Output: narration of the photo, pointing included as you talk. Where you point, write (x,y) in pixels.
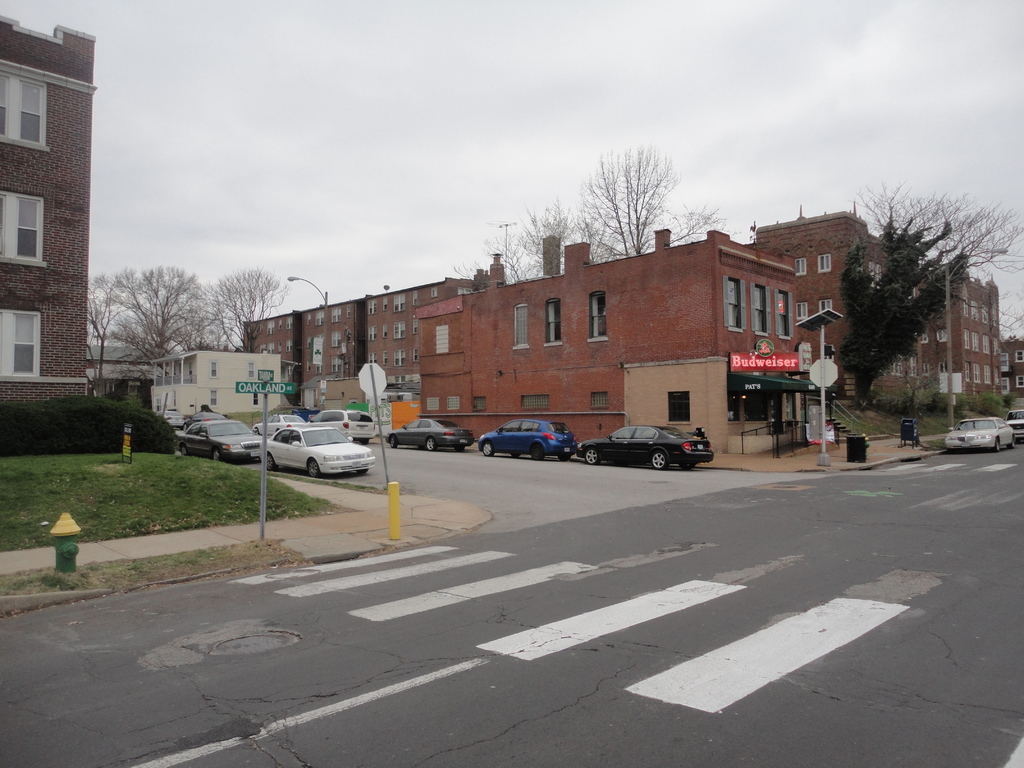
In this picture we can see some vehicles (299,442) parked on the road (972,454), On the left side of the vehicles (208,425) there are poles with boards (367,385). On the right side of the vehicles (567,427) there are buildings (606,320), name boards (757,360), trees (895,344) and some objects (816,427). Behind the buildings (428,297) there is the sky (413,157).
